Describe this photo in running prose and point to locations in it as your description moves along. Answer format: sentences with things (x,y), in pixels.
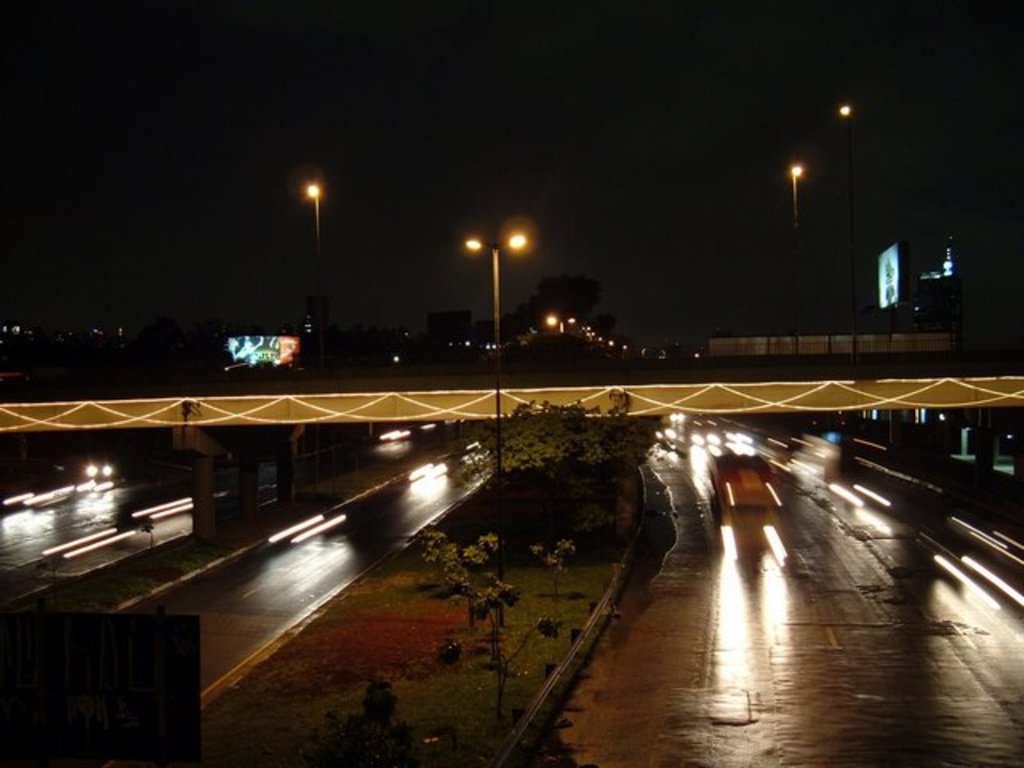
Background (1010,236) portion of the picture is dark. In this picture we can see a bridge (443,392), lights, poles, trees (499,687), grass (471,746), road dividers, pillars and few objects (18,707). On the right side of the picture (816,460) it's blurry and it looks like a vehicle (755,506) on the road (807,506).
